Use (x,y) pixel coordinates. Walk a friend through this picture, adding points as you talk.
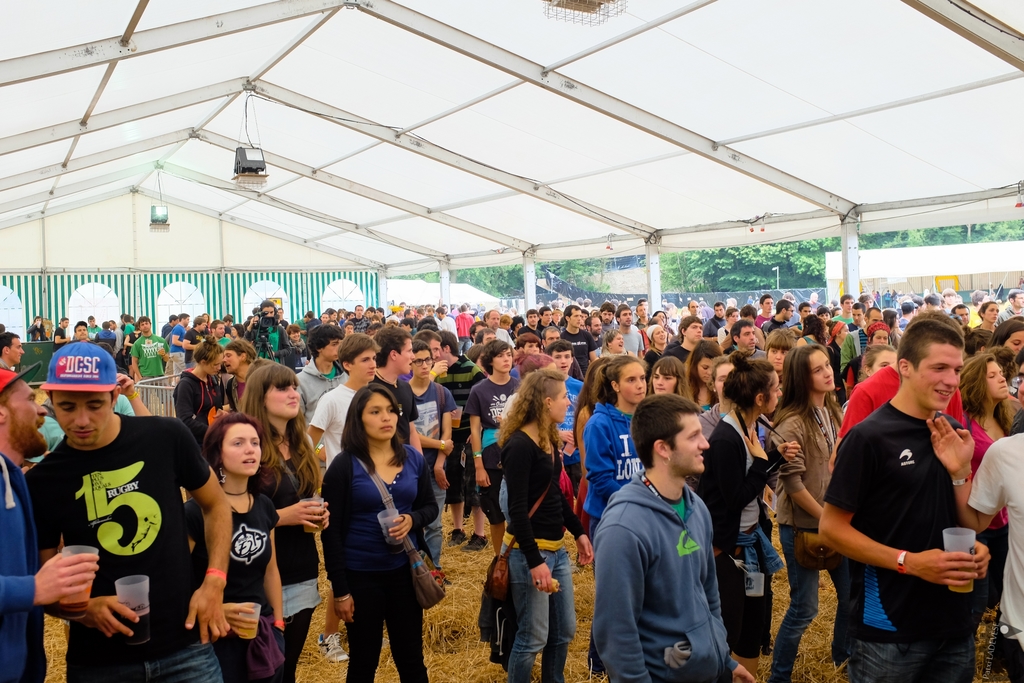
In this image there are group of people (363,518) standing, some of them are wearing bags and some of them are holding glasses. And at the bottom (461,585) there is grass (461,628), and on the left side of the image (165,389) there is a railing (165,380). And in the background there are some trees (768,266), boards (892,263), pillars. And at the top (472,95) there is ceiling (455,91) and some poles (222,140) and lights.
